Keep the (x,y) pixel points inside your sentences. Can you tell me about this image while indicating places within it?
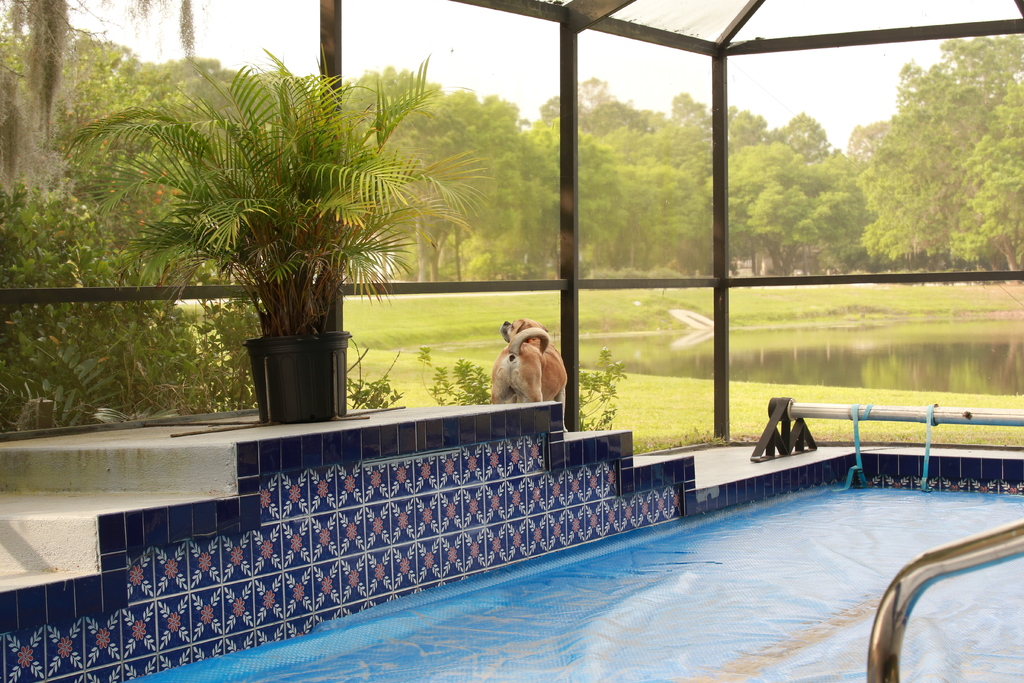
In this image I can see a indoor swimming pool (798,569), a glass wall (790,119) and roof (803,33) which are see through. Through which I can see trees (803,223), and a water pond (940,336). There is a dog (527,364) on the steps (553,406).
